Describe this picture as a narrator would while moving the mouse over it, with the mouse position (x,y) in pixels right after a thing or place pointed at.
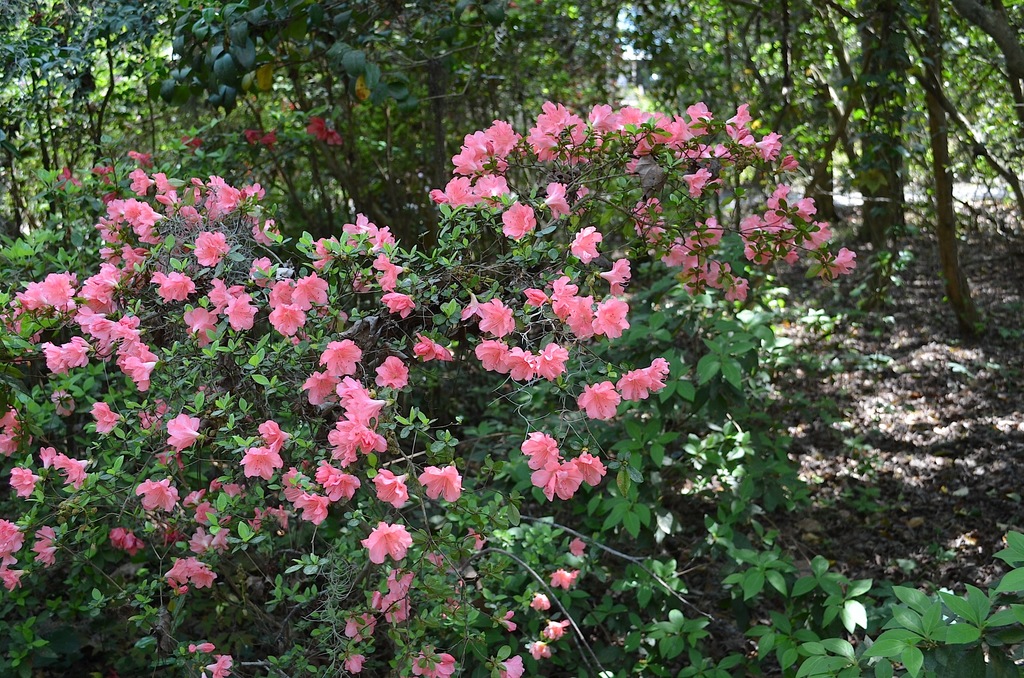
We can see plants (566,137) and pink flowers (232,300). Background (856,69) we can see trees (77,56).
